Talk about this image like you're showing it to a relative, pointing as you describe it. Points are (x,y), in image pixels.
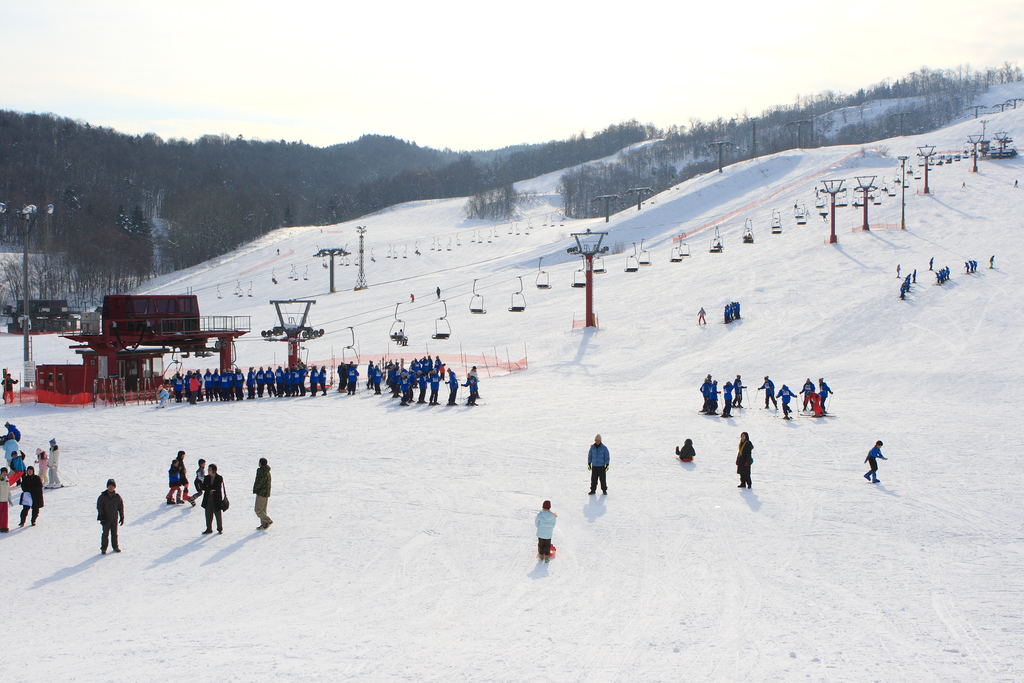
In this image there are many people (188,381) standing on the ground (637,418). There is snow (637,418) on the ground (637,418). To the left (164,337) there is a cabin (162,352). In the background (186,163) there are trees (253,149) and mountains (898,107). At the top (423,38) there is the sky (460,42).
